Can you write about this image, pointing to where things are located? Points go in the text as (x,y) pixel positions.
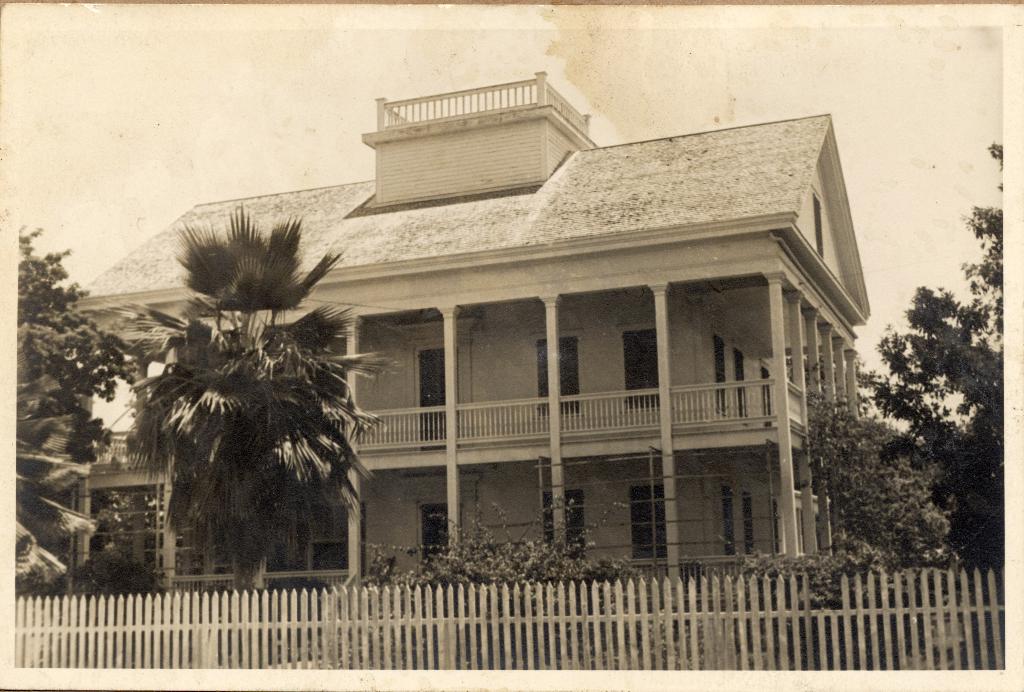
At the bottom (311,611) we can see fence (323,622) and there are plants (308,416) and trees (311,439). In the background (657,477) there is a building (640,481), doors (543,381), poles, roof (631,201) and we can see the sky (882,107).
